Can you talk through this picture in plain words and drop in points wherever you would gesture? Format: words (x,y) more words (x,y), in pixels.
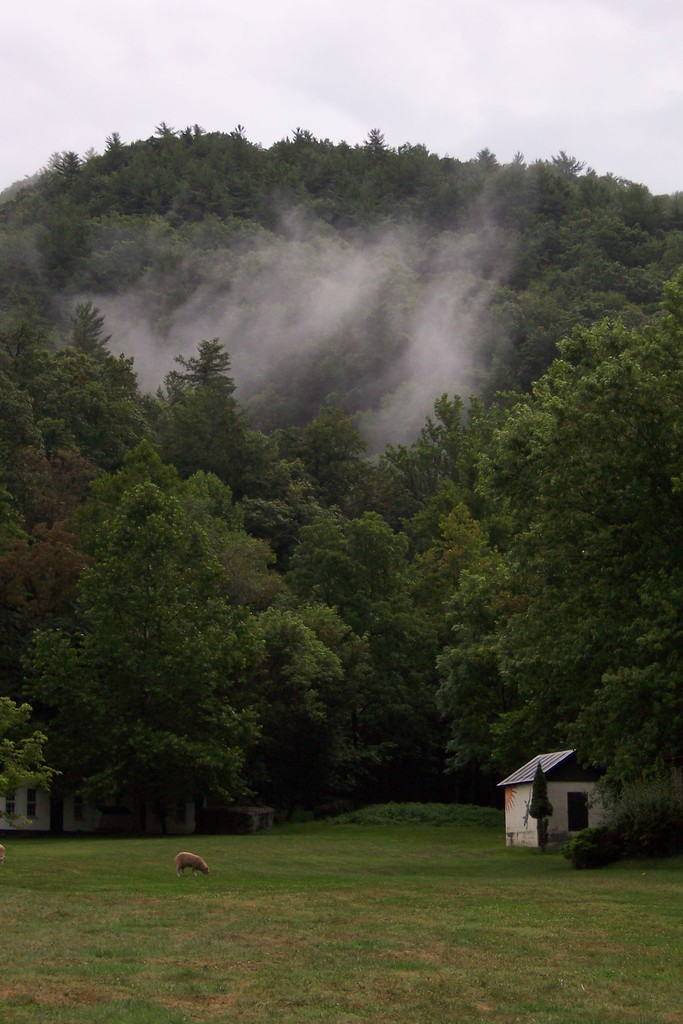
In this image I can see few houses (230,818) and an animal (183,860) on the ground (293,964). I can see an animal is in brown color. In the background (350,688) I can see many trees (422,500) and the sky (426,60).
